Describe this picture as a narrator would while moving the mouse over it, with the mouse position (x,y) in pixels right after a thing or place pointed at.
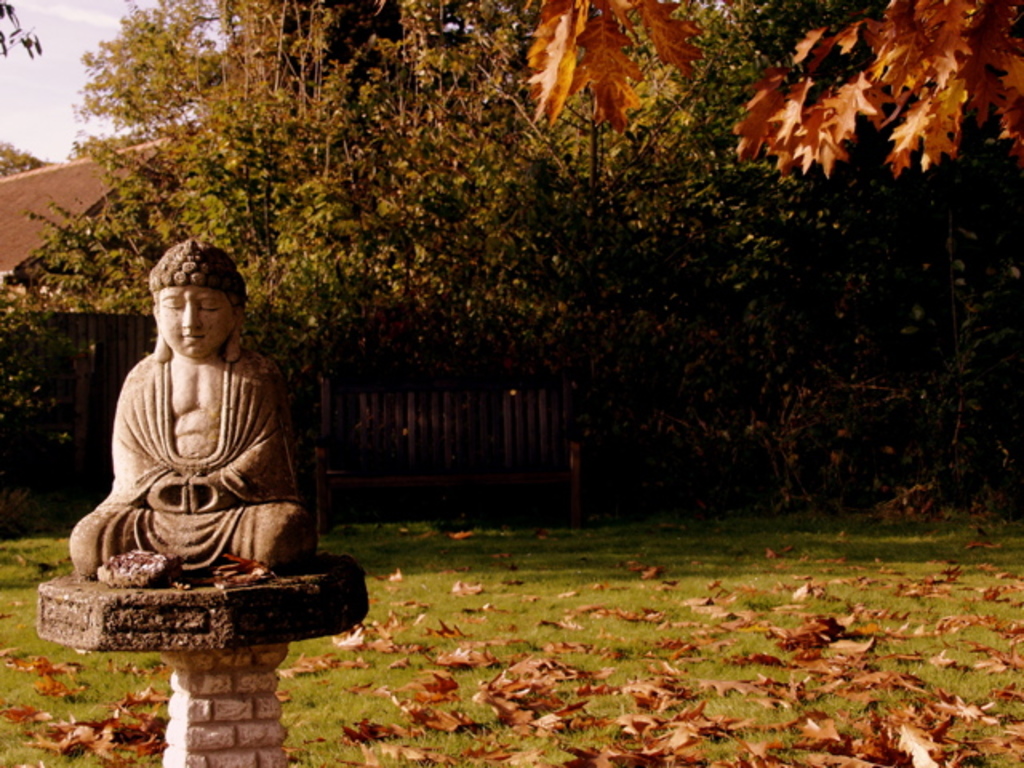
In this picture I can see the Buddha statue (207,472) which is placed on the wall (217,716). In the background (480,285) I can see many trees (470,210) and shed (6,277). In the top left corner (41,73) I can see the sky (72,60) and clouds (52,99). At the bottom (545,633) I can see many leaves (870,756) and grass (577,666).
